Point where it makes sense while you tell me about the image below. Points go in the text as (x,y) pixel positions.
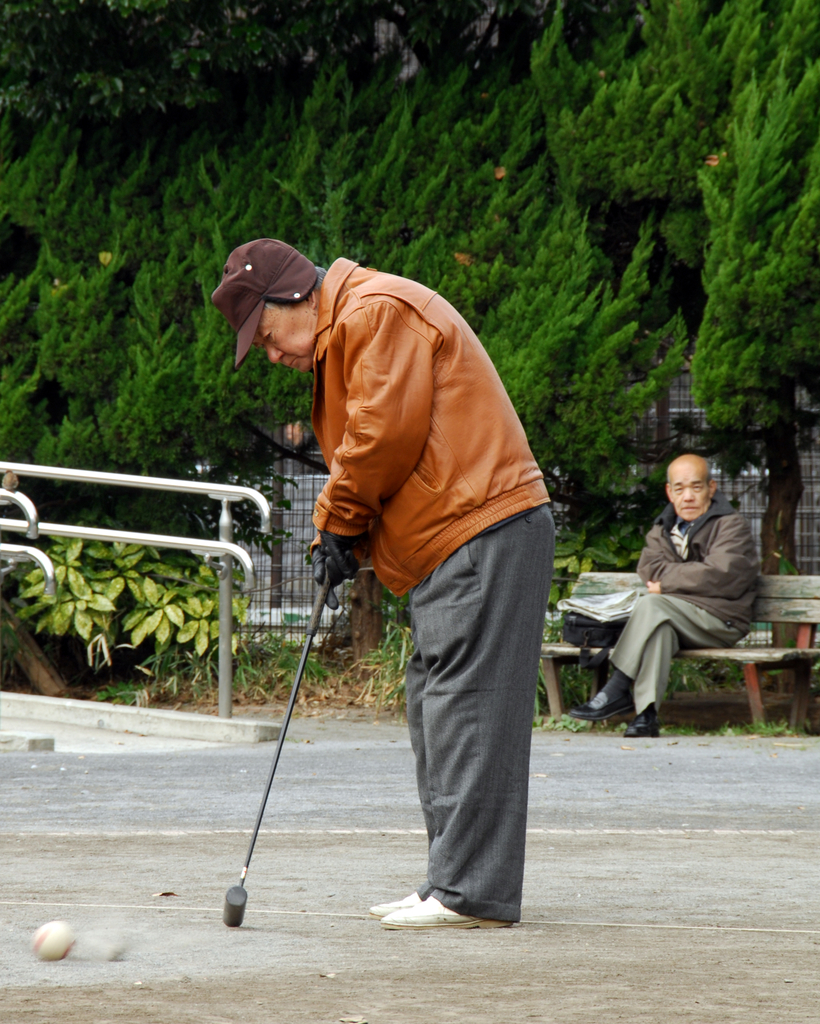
In the middle of the image (453,350) a person (320,548) is standing and holding a stick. Behind him a person (700,545) is sitting on a bench (807,680). At the top of the image (148,85) there are some trees (167,414). On the left side of the image (251,507) there is fencing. Behind the fencing (7,529) there are some plants (7,613). In the bottom left side of the image (39,950) there is a ball (51,955).
